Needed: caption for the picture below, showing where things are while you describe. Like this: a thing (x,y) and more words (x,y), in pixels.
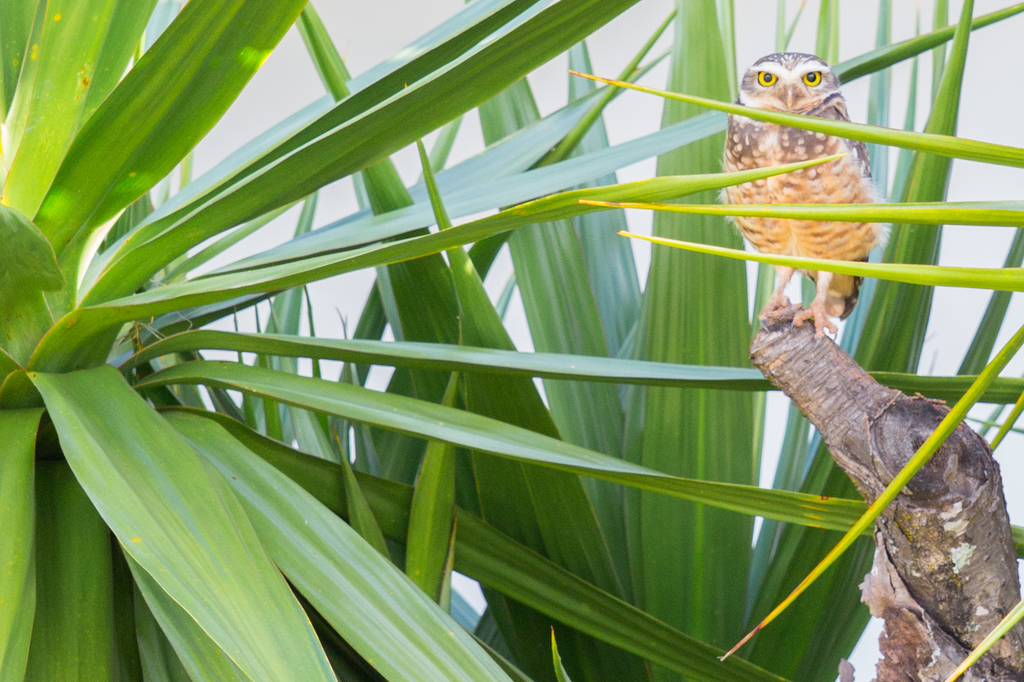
In this image we can see one owl (778,294) on the tree stump (960,517), some plants (355,343) on the ground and there is a white background (860,23).
